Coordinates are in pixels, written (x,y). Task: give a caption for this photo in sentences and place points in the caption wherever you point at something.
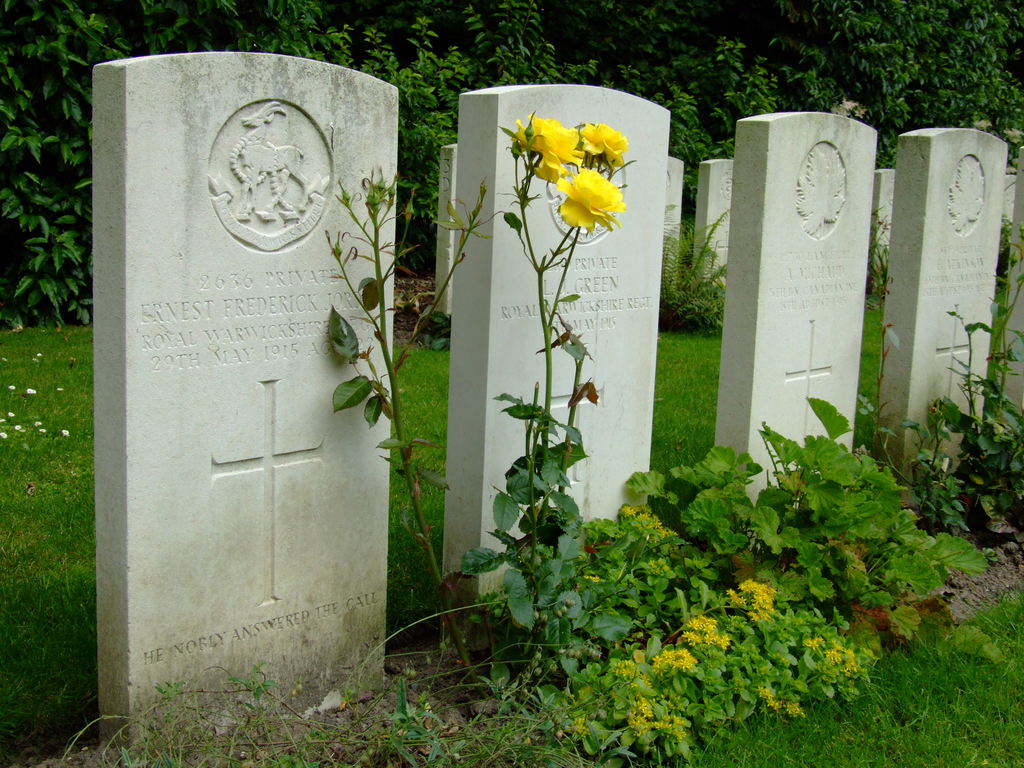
In this image we can see graves (840,242) with text (601,260) and design (289,216) on that. On the ground (895,703) there is grass (888,688). Also there are plants (689,496) with flowers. In the background (447,75) we can see stems (928,38) with leaves (523,37).
